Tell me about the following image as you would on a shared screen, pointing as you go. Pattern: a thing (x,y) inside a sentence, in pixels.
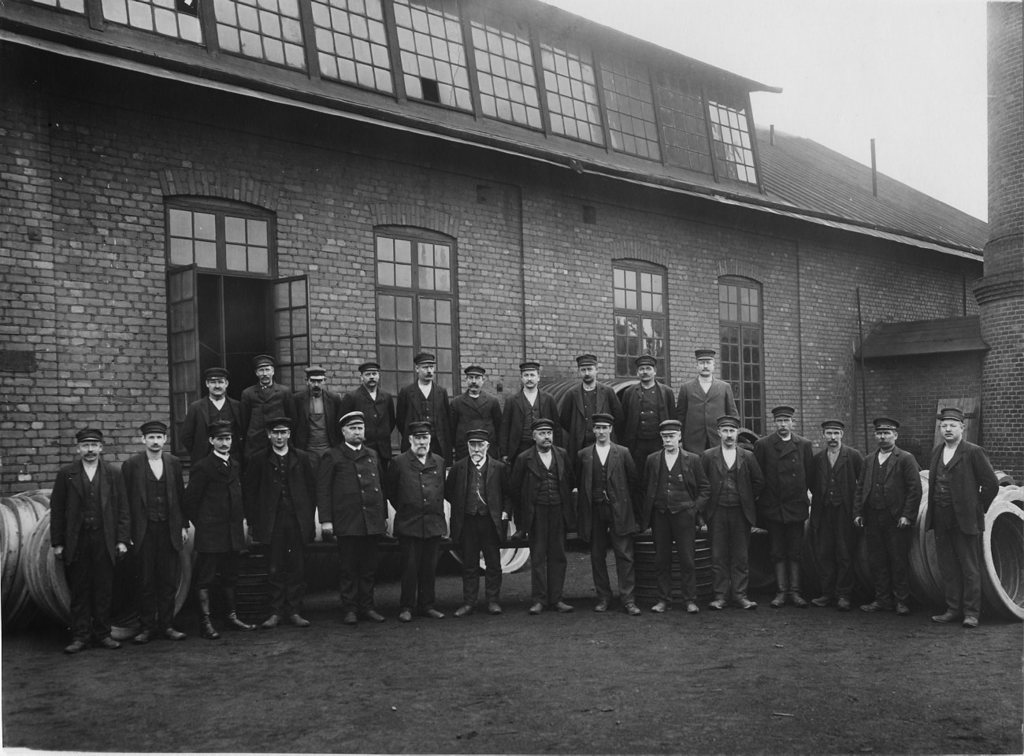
Here in this picture we can see a group of people (168,600) in black suits (655,443) standing over a place and we can see all of them are wearing caps (678,430) on them and behind them we can see a building (622,377) present and we can see doors (194,300) and windows (736,316) of the building (732,331) over there and we can see other things (10,545) also present here and there.
